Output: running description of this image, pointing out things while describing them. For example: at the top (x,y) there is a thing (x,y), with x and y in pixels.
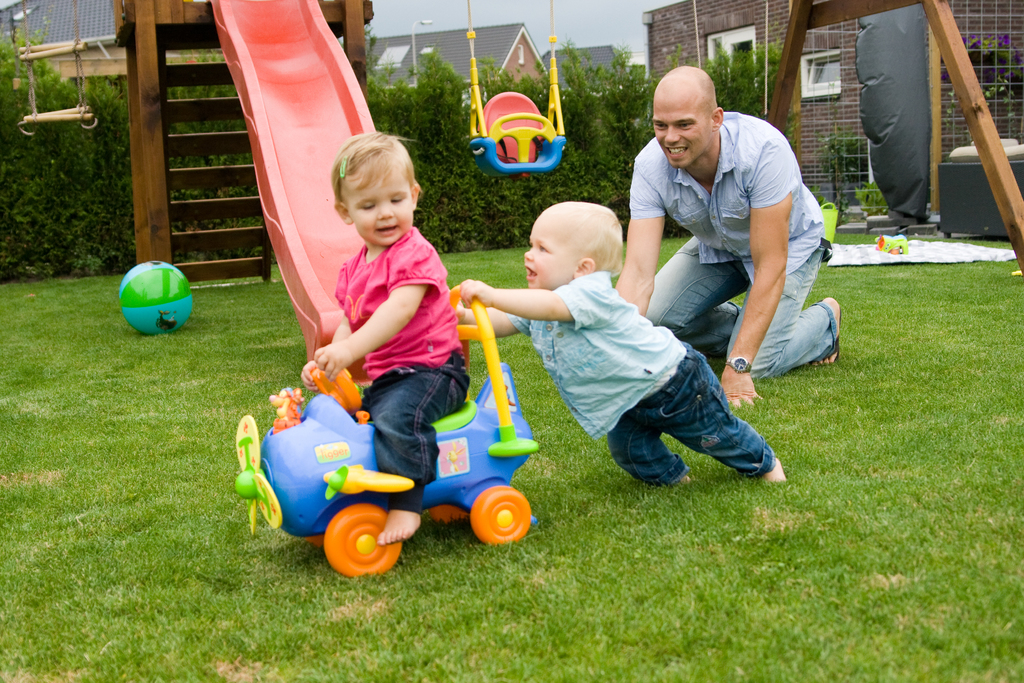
There are two kids (432,338) playing with a toy (449,429). Here is the man (716,172) sitting on his knees (774,328). This looks like a swing (536,113) hanging. I think this is a sliding board (273,179). These are the wooden stairs (199,246). This is a ball (151,316) lying on the grass (141,387). I can see the bushes (71,163). These are the houses (745,18) with the windows (821,62). This looks like a mat (853,257) with the toys (904,236) on it.
